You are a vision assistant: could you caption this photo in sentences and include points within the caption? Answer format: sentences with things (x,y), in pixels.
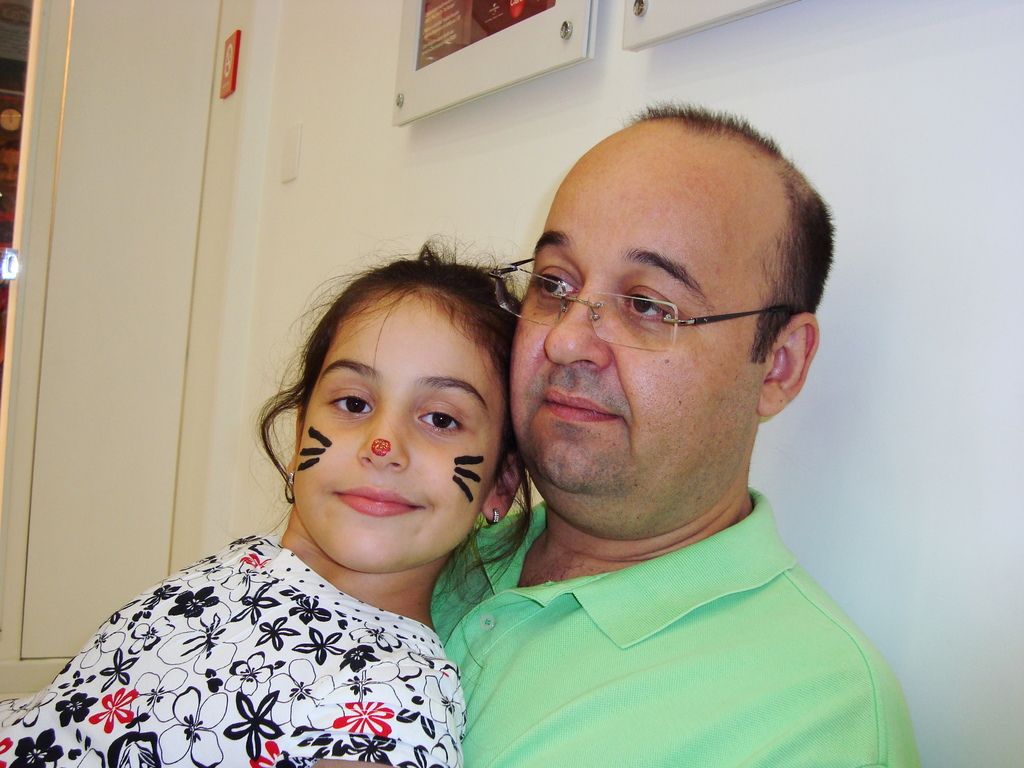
In this image we can see a man (616,705) and a girl (336,574). In the background (835,167) there is a wall (897,163) and a door (194,293). We can see frames (581,8) placed on the wall (463,121).
